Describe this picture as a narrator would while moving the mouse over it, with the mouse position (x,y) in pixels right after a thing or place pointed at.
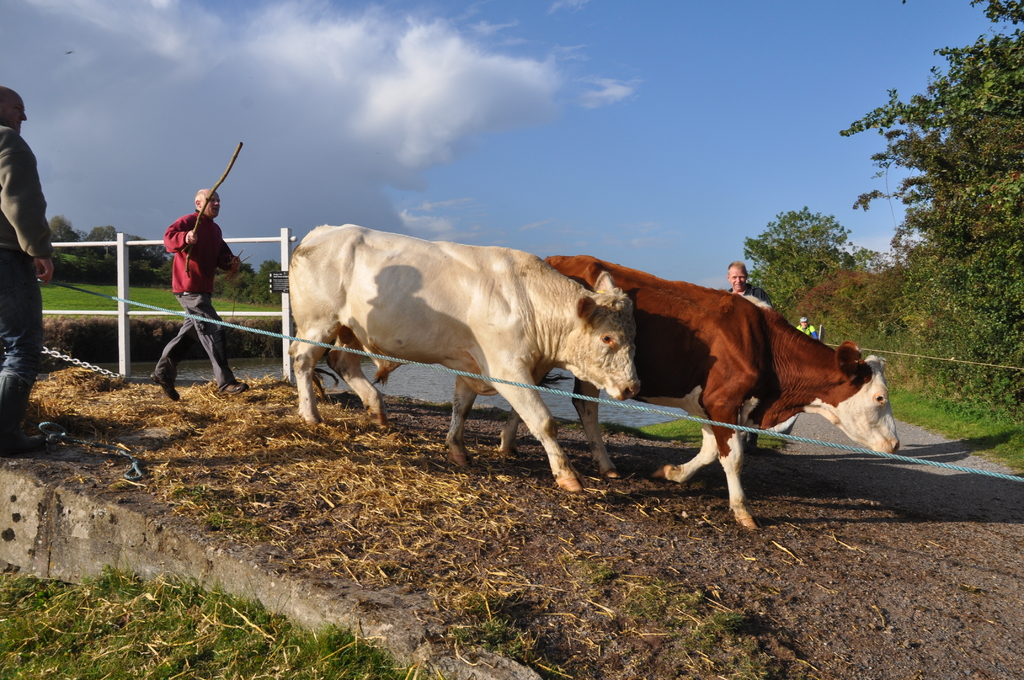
In this picture we can see two cows (742,365) walking here, there are four persons (199,257) here, this man (199,244) is holding a stick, at the bottom (207,639) there is grass (207,639), we can see water (426,376) here, on the right side (884,309) there are some trees (946,223), there is sky (737,133) at the top of the picture (586,85).
